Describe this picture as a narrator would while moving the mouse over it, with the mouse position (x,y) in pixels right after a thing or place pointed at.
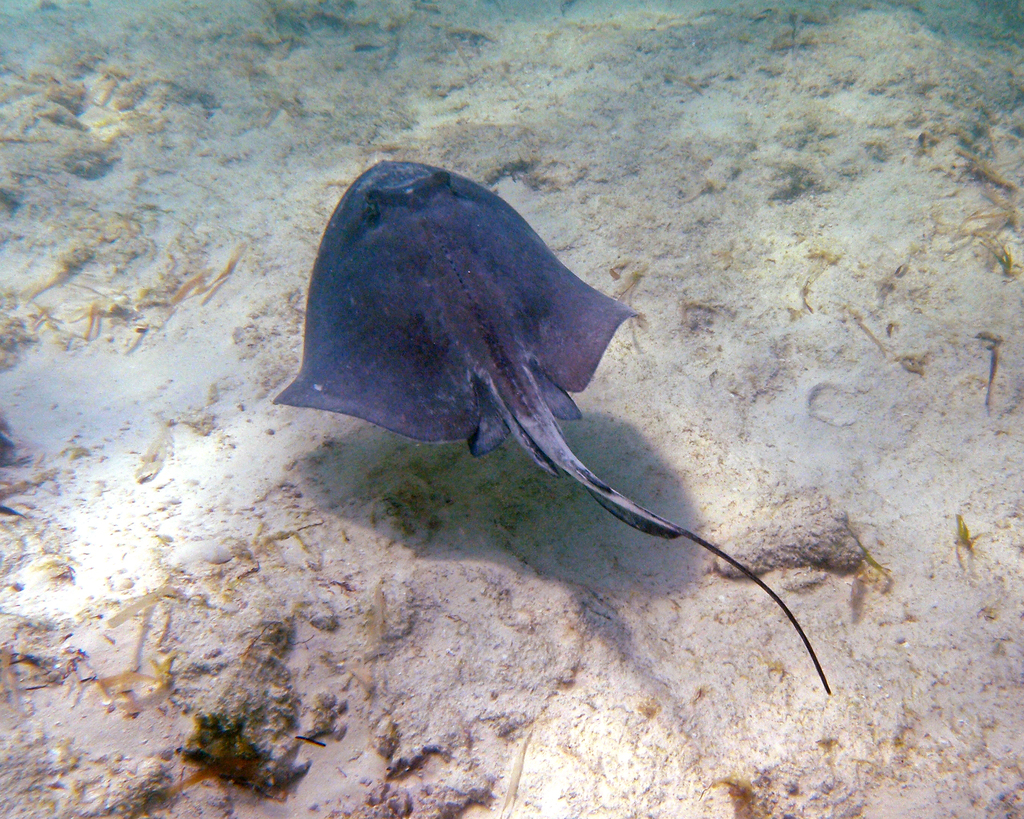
This is a stingray (434,379), which is in the water (327,203). I think this picture was taken under the sea (757,413). These look like the rocks (288,702).
